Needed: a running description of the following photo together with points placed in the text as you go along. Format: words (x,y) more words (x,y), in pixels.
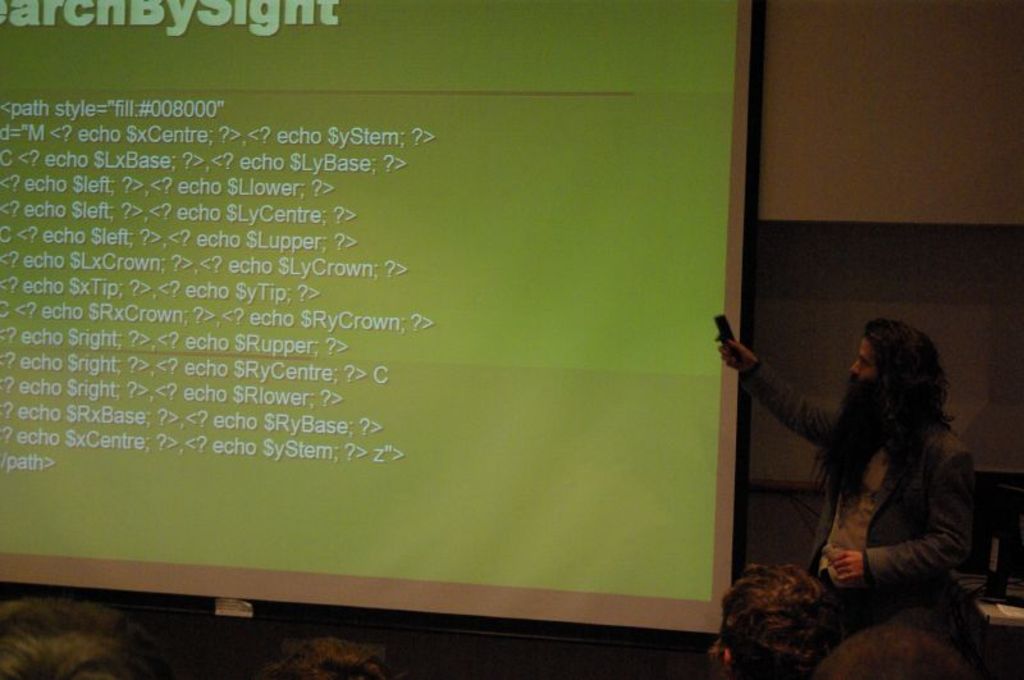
In this picture we can see a man (879,511) holding an object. In front of the man (894,499) there are groups of people (12,672). On the left side of the man (880,409) there is a projector screen (291,309) and behind the man (818,554) there is a wall (803,541) and other things (992,542).
